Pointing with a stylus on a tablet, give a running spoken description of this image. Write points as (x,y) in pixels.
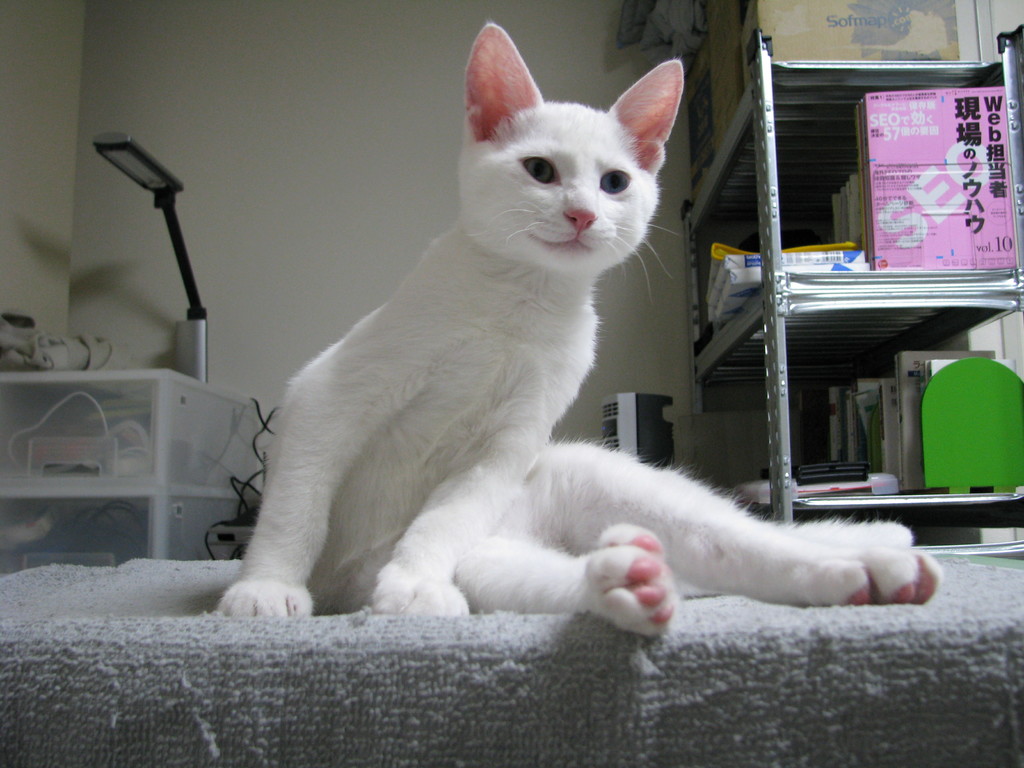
In this image we can see a cat (496,423) sitting on a cloth (533,625). In the back (818,342) there is a cupboard (823,301) with books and some other object (986,362). On the cupboard (795,124) there are cardboard boxes (731,53). In the background (137,401) there is another cupboard (108,466). Inside that there are few items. On that there is a lamp (183,277). Also there is a wall (241,191).
